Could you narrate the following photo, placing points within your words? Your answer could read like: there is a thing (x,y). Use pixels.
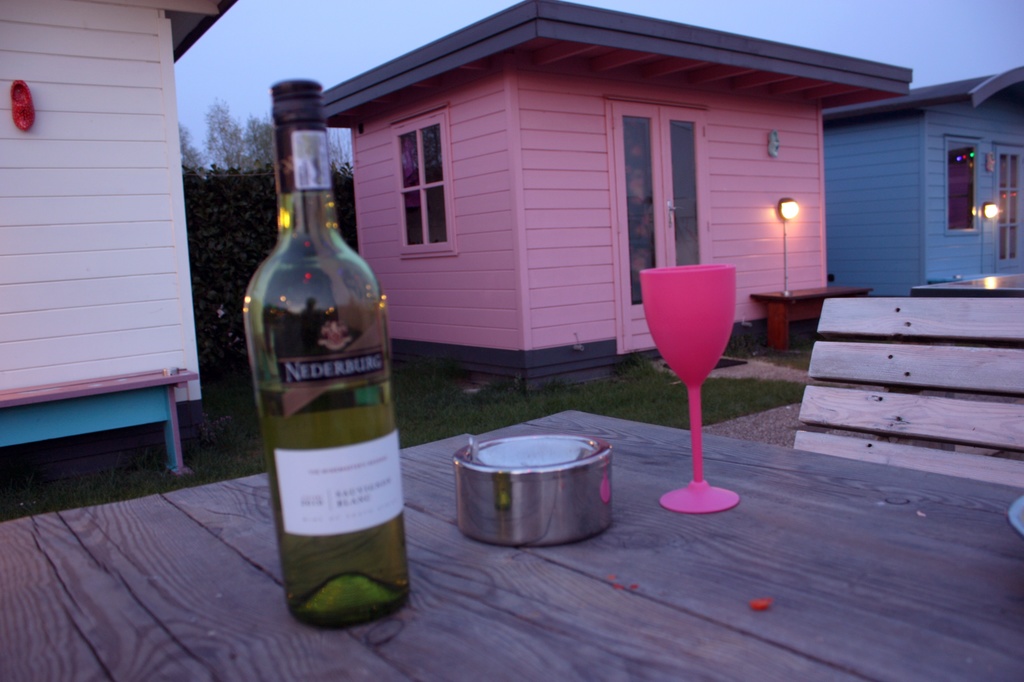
In front of this picture, we see a table (755,597) on which wine bottle (343,545), box (480,485) and glasses (688,275) are placed. Beside this table (874,503), we see a bench (923,381) and behind that, we see a house (509,190) which is in pink, blue and white color. Behind that, we see trees (252,152) and sky (336,45).
